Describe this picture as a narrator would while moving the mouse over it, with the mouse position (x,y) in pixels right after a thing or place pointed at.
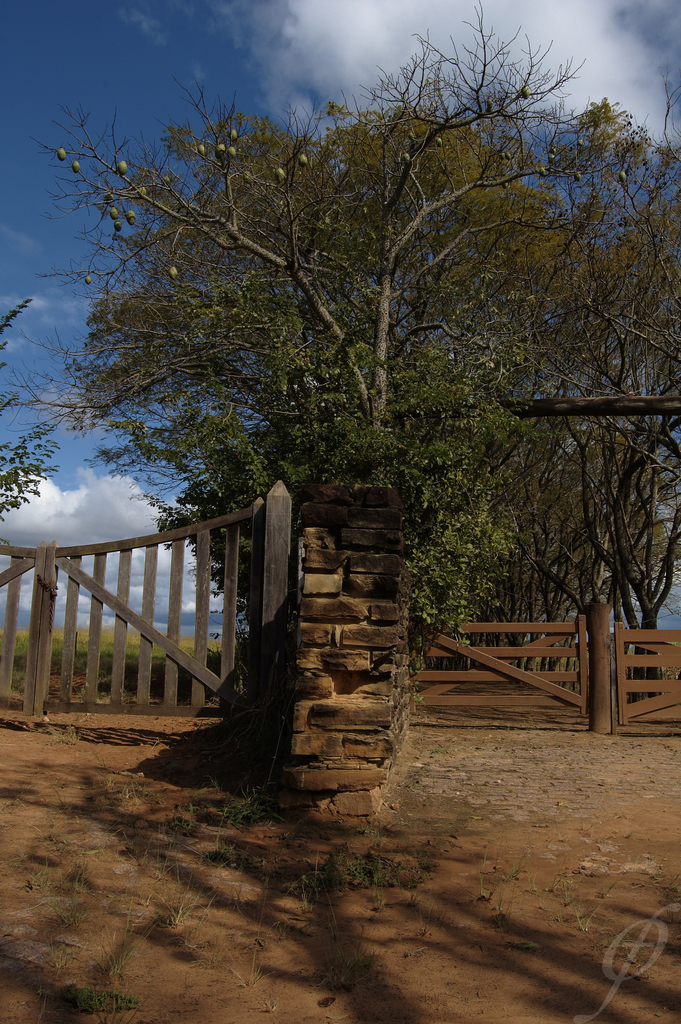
In this picture we can see a wooden gate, brick wall (363,735) and some trees (492,451).
